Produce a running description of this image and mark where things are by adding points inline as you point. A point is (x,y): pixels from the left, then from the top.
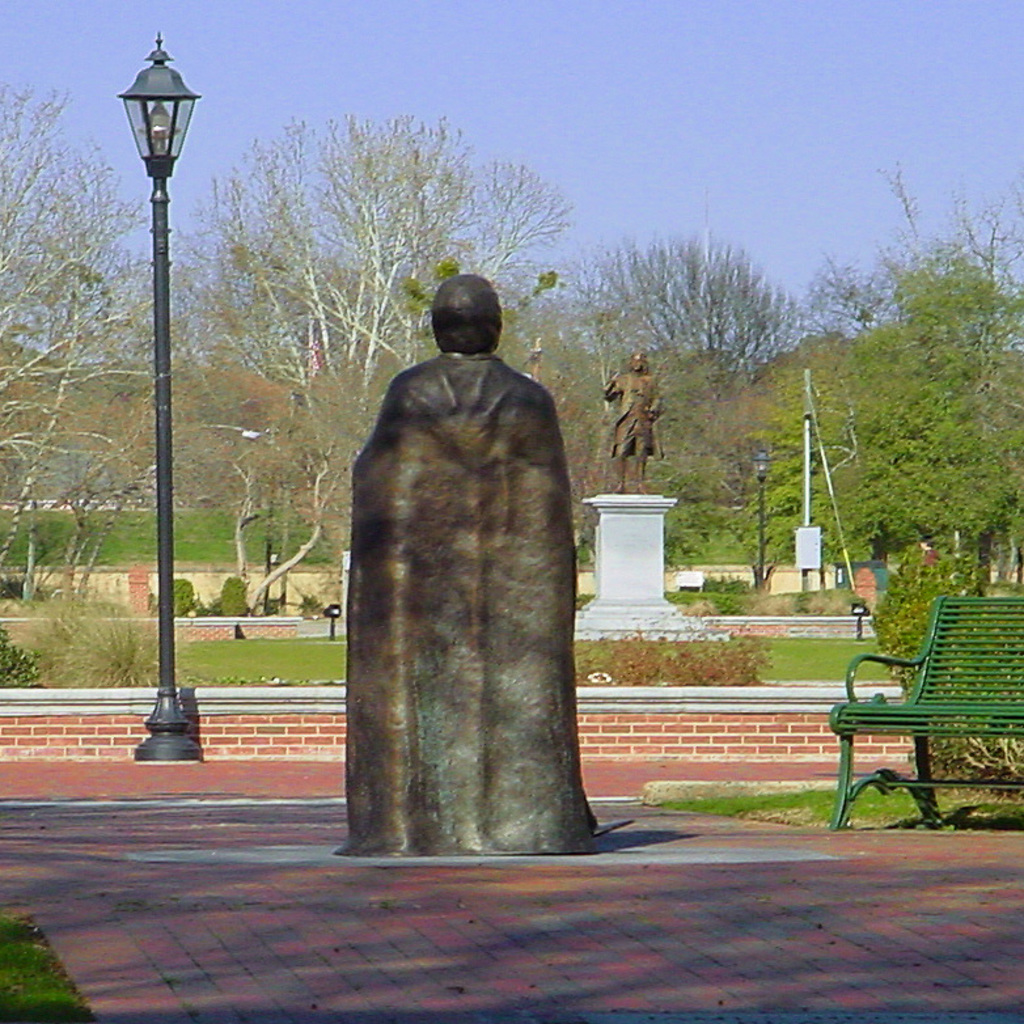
At the bottom of the image (337,903) there is a floor (862,909). In the middle of the floor (625,793) there is a statue (575,805). And on the right side of the image (845,774) there is a bench (884,732). There is a pole (162,705) with lamp (145,138). In the background (107,676) there are trees (594,383) and also there are plants (63,632) and grass (77,623) on the ground (685,552). In the middle of them there is a statue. At the top of the image (455,38) there is a sky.
